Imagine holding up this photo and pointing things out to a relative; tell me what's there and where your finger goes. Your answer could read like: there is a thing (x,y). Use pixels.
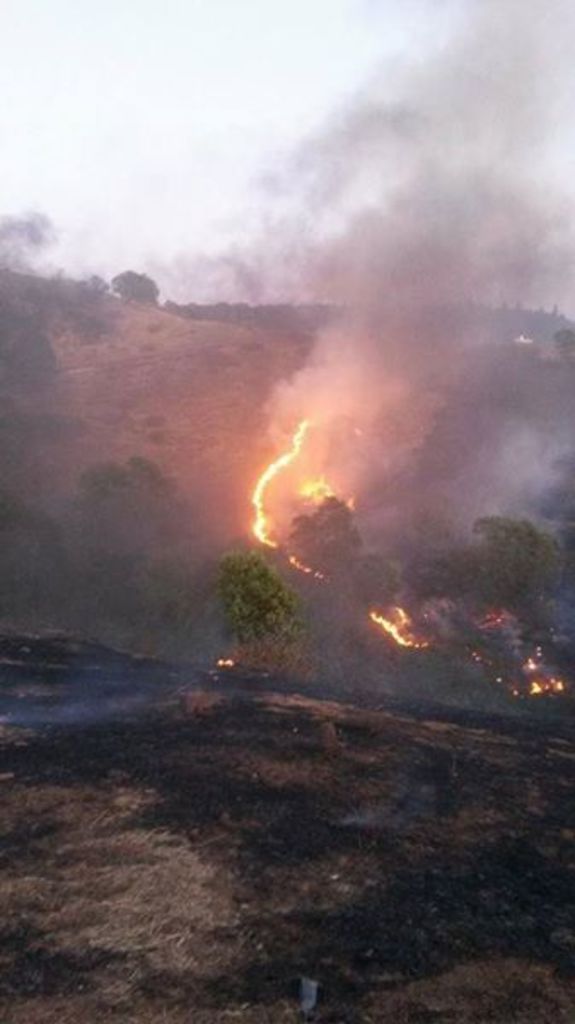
In this image we can see trees (278,617), fire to the trees (540,593) and the sky (144,101) in the background (258,110).
